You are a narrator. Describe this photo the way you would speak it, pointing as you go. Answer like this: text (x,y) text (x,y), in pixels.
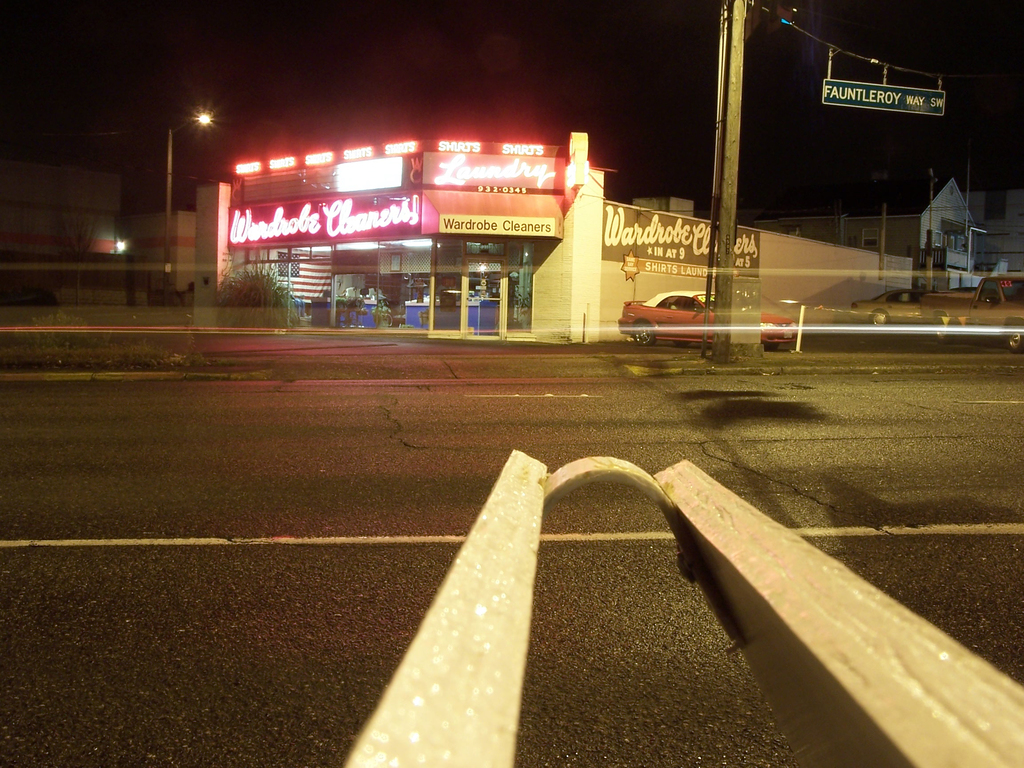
There is a road (317,564) and there is an object (475,600) beside it and there is a store (519,241) and few vehicles (653,337) in the background (433,284).
